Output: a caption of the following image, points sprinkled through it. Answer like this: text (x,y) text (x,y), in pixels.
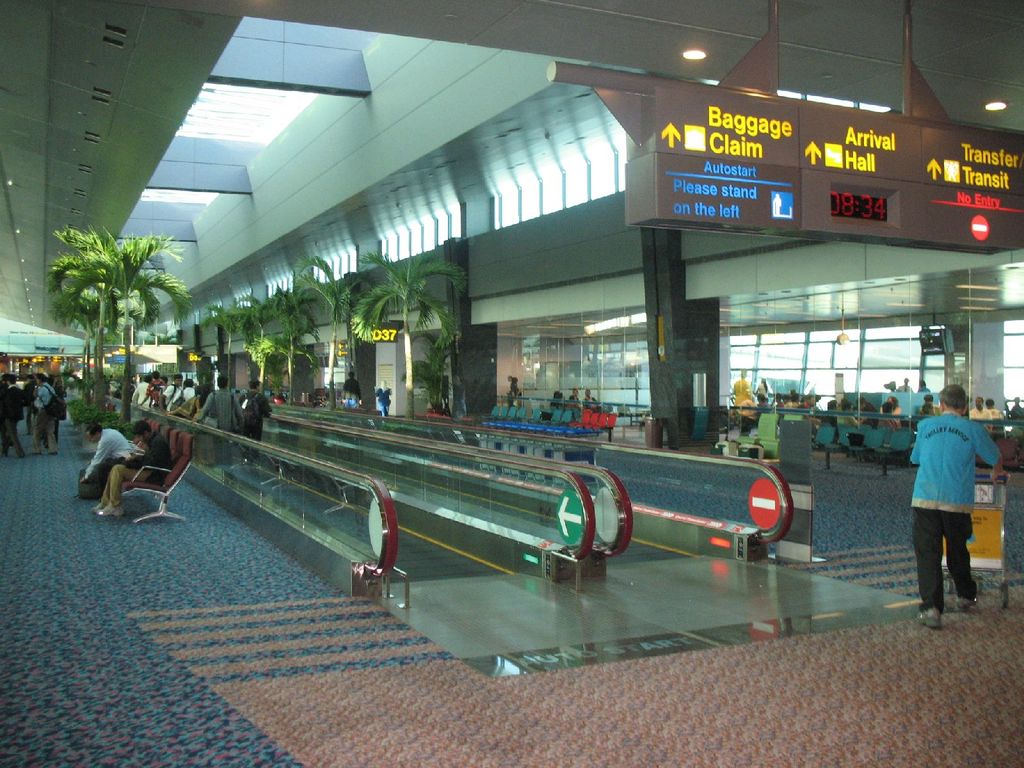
In this image there are persons (933,438) sitting and walking, there are trees (275,357), there are boards (753,170) with some text (866,167) written on it, there are empty chairs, windows (846,375), pillars (463,367) and there are lights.
